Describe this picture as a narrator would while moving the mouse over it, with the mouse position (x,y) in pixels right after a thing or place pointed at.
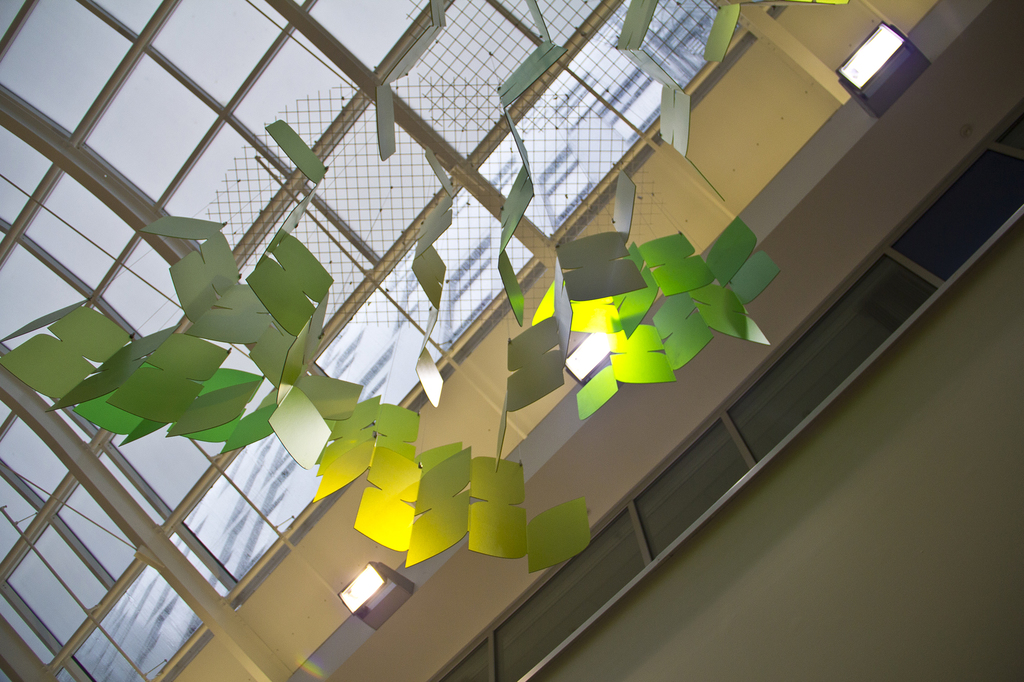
This picture seems to be clicked inside the room (731,374). In the center (681,359) we can see there are some objects (533,59) seems to be hanging on the roof (369,72). In the foreground (782,490) we can see the wall (876,585), focusing lights (383,597) and the windows (964,240). In the background (185,45) we can see the sky (221,46), mesh (395,144), metal rods (57,525) and some other objects (661,79).
